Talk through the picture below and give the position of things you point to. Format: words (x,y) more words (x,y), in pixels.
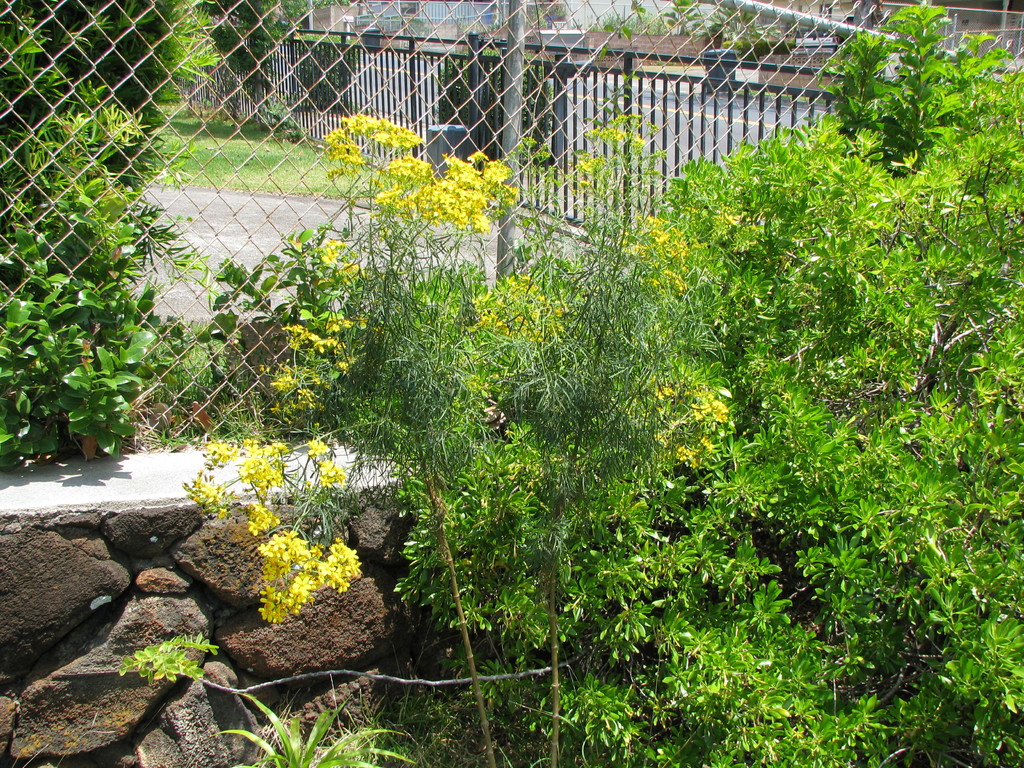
In this image there are some plants (433,412), flowers (315,556) and some rocks (89,637), and in the center (481,259) there is a fence (357,33). And in the background (519,84) there is a railing (315,114), grass (195,156), walkway (199,232), poles (742,6) and some buildings (362,15).
